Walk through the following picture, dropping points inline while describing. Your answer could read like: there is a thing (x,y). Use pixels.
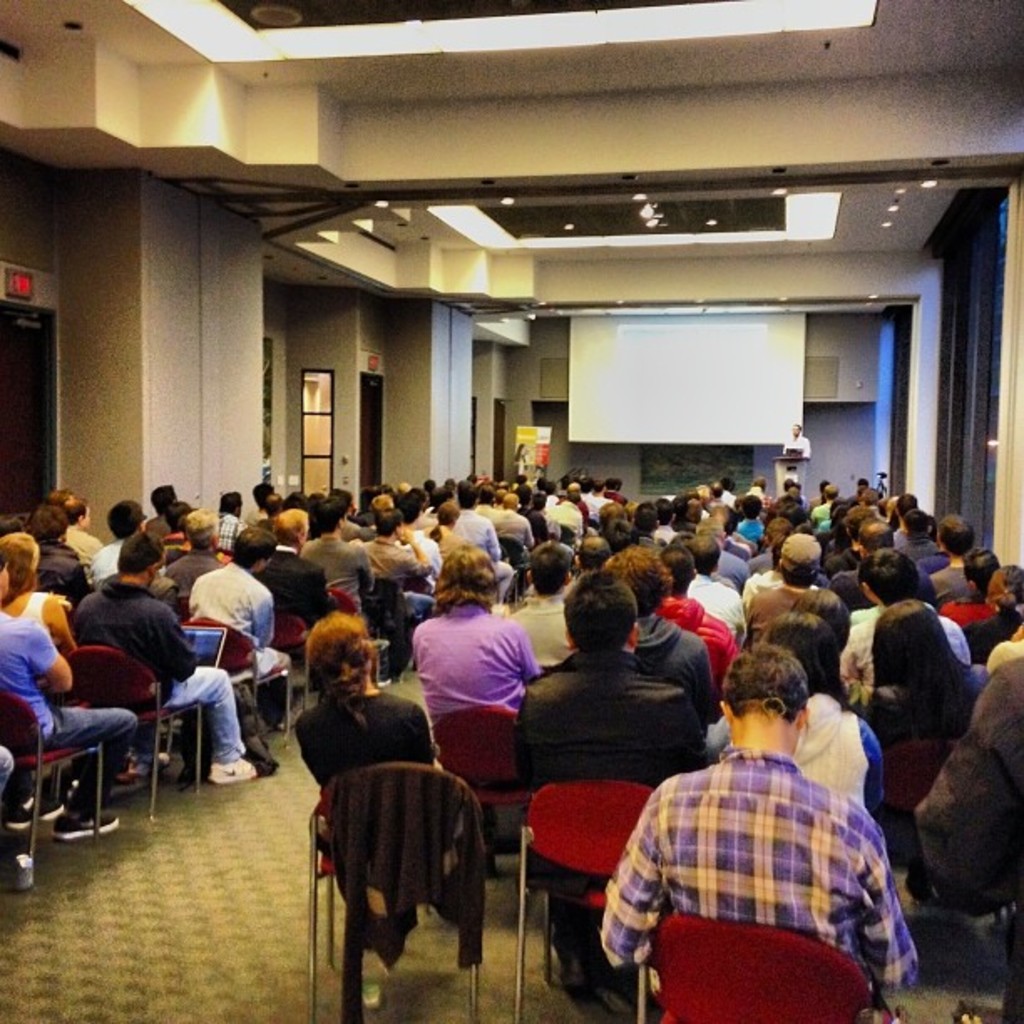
There are groups of people (436,596) sitting on the chairs (575,825). This looks like a screen (696,410). Here is a person (801,448) standing near the podium (793,468). I think this is a banner (532,444). I think these are the ceiling lights (890,209). I think these are the doors (377,420). I can see a person (196,684) holding a laptop (204,646).
